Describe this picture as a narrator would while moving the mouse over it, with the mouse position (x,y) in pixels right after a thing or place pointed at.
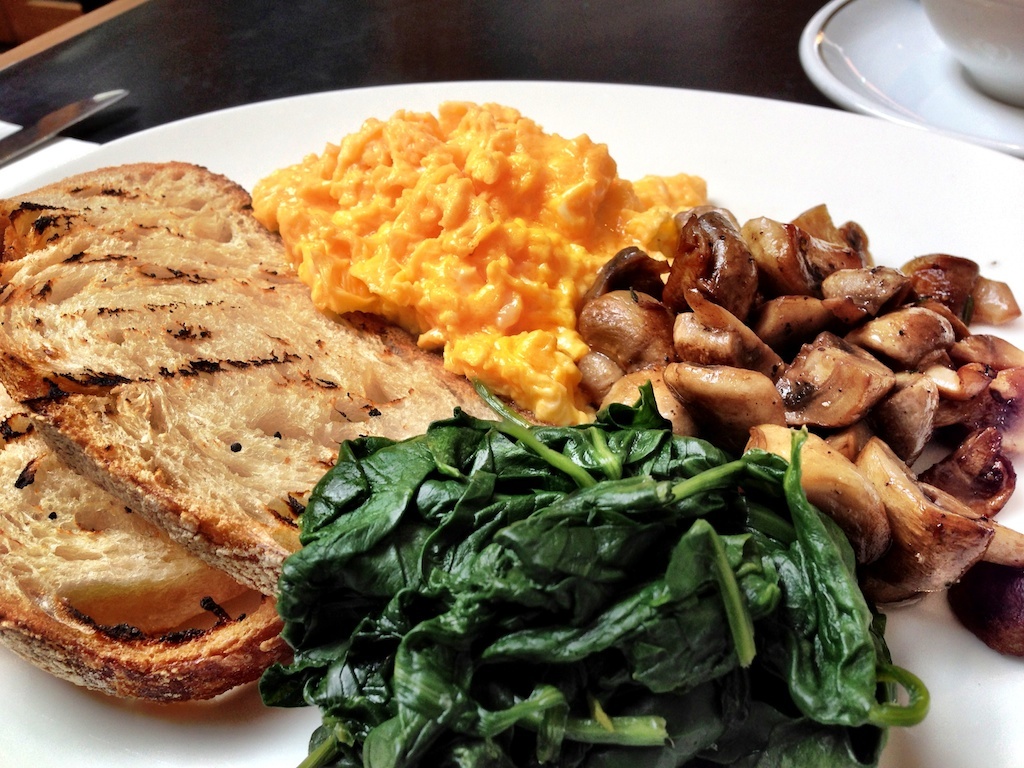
In this picture we can see a white plate (206,720) with food items (279,313) on it, knife (38,124), cup (963,65) and saucer (836,63) and these all are placed on a table (322,9).
